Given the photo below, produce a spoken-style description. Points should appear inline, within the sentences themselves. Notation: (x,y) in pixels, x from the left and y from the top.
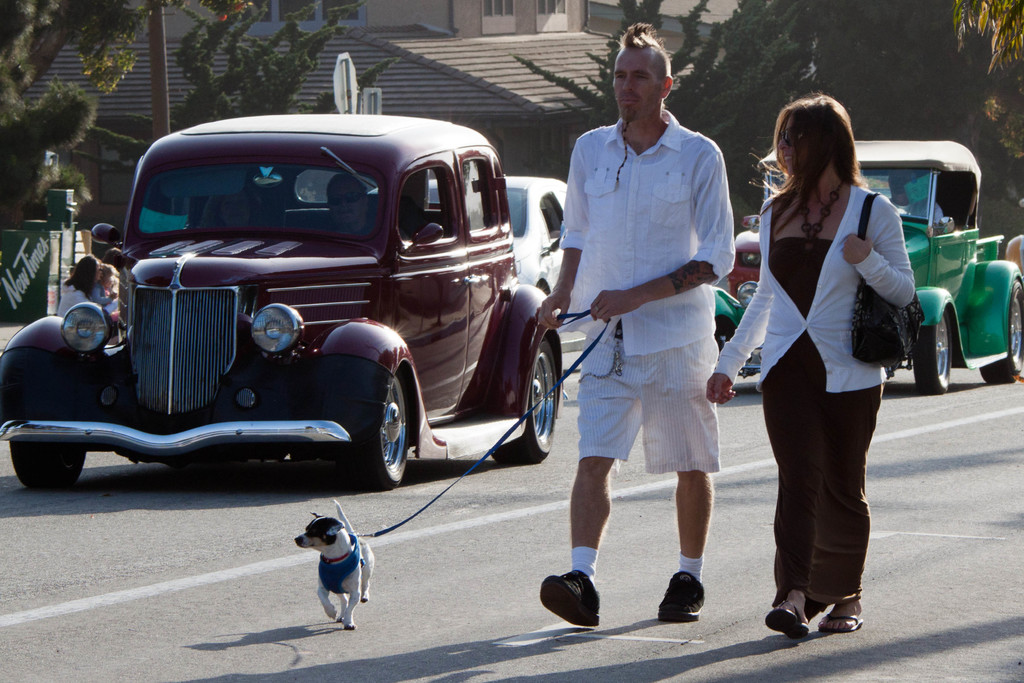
In this picture we can see people (837,468) and a dog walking on the road (753,498) and in the background (532,214) we can see a building (728,5), trees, people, pole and some objects (556,221).
